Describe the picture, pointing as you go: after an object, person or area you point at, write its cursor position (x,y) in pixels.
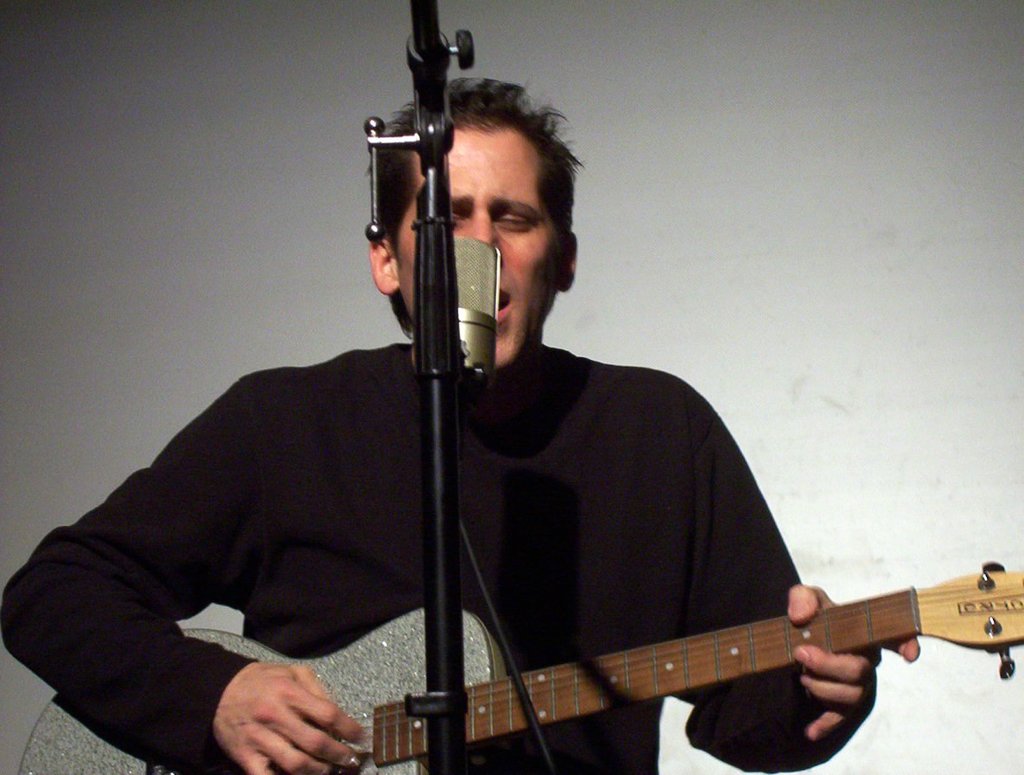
This is a picture of a person (365,407) who is holding a guitar (493,704) and playing it in front of a mike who is wearing a black tee shirt (314,472) and the background (232,311) is ash in color.
